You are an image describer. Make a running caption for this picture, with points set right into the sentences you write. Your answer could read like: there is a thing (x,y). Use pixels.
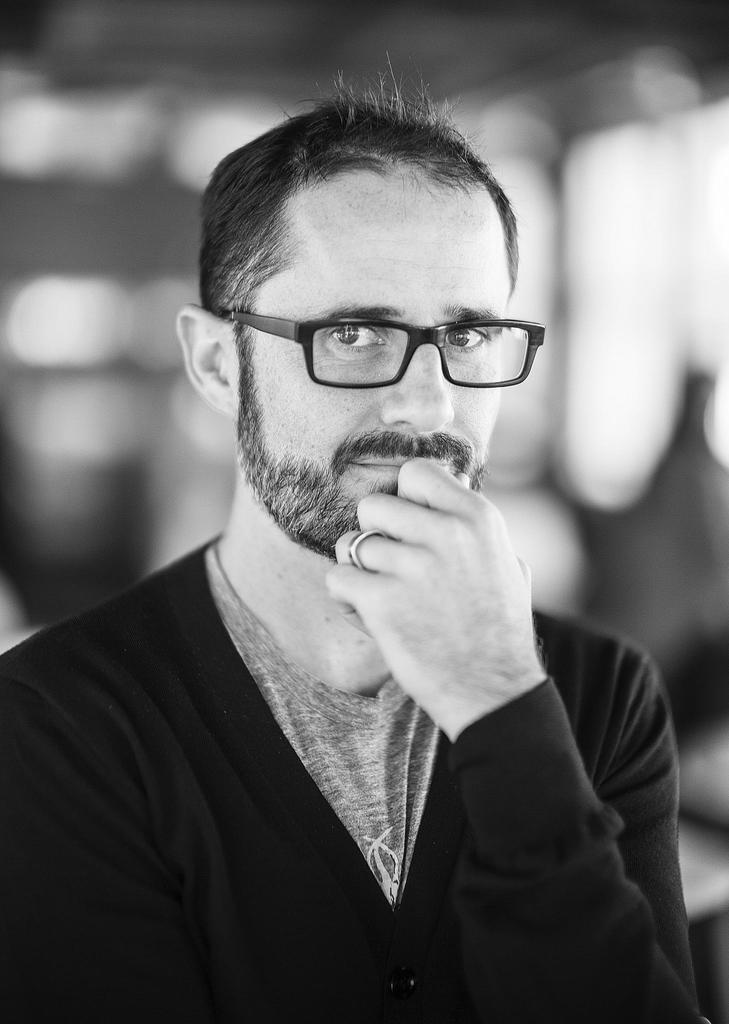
In this image, we can see a man (272,604) wearing glasses (360,383).
